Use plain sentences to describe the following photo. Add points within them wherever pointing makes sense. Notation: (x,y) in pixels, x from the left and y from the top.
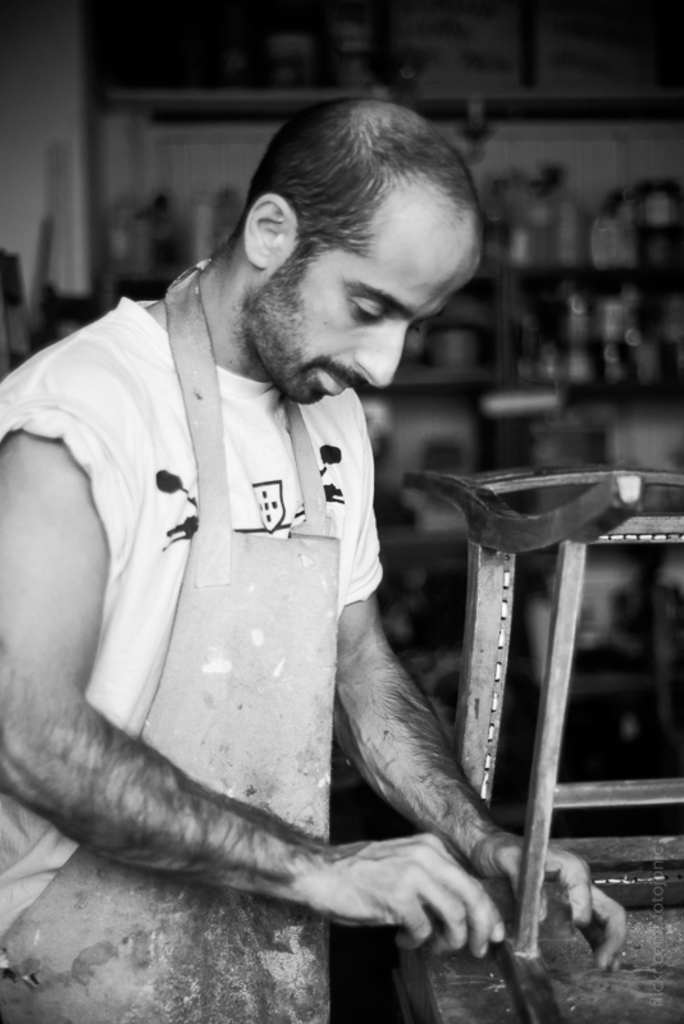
In this image we can see a person (362,629) wearing an apron (217,598), in front of him there is a wooden object (622,799), there are some objects (514,13) on the racks (493,142), and the background (31,177) is blurred.
